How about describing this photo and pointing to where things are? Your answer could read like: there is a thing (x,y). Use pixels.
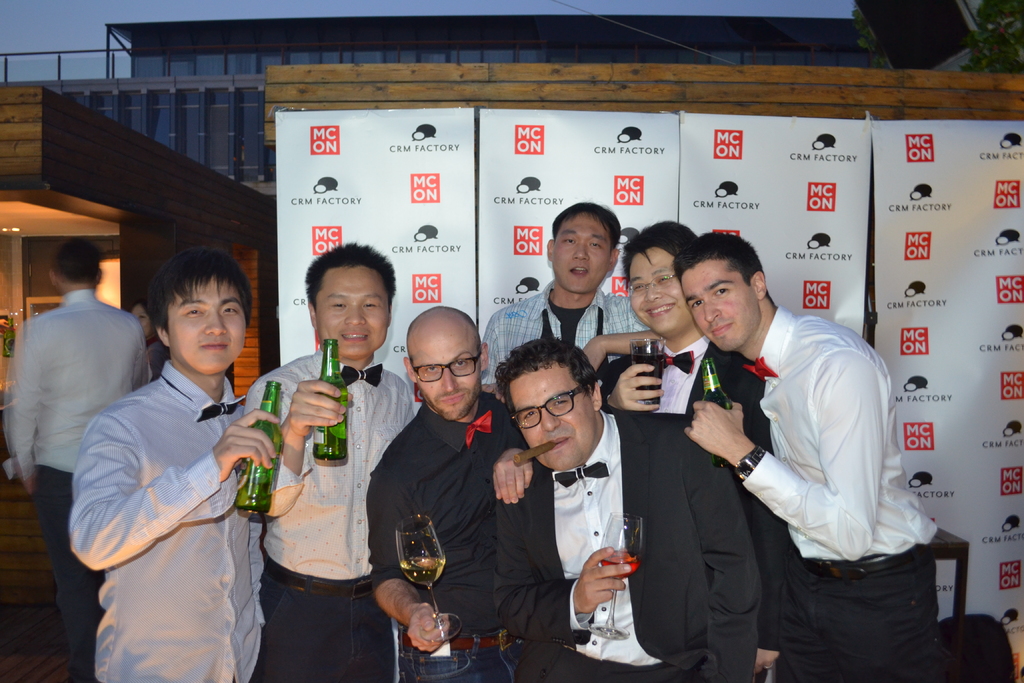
In this image there is a person (543,477) wearing a suit (543,477) is having a cigarette (550,444) in his mouth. He is holding a glass (616,565) in his hand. Beside him there is a person (441,475) wearing black shirt (441,475) is holding a glass (450,626). Left side (325,488) there are two persons (226,474) wearing white shirt (181,470) are holding bottles (331,440) in their hands (283,435). Behind them there are few persons (73,400) standing on the land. Right side (843,448) there is a person (828,446) wearing a white shirt (831,451) is holding a bottle (711,380) in his hand (738,444). Beside him there is a person (749,387) wearing a suit (698,389) is holding a glass (652,365) in his hand (631,387). Beside him there is a person (580,313) wearing a shirt (580,313). Behind them there are banners (563,181). Background (221,232) there is a building (181,66). Top of the image (552,8) there is sky (529,6).
